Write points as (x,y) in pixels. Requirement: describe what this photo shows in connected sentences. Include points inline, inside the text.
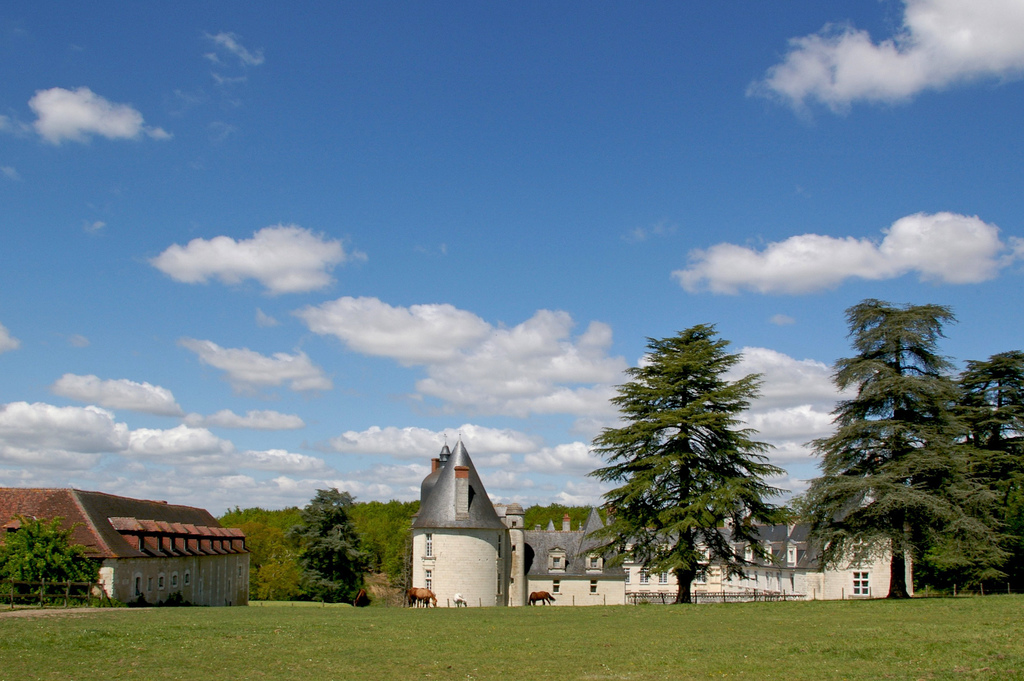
In this image there are animals (533,603) on the grassland (518,630) having a fence (655,598). Background (27,559) there are trees (938,499) and buildings (246,562). Top of the image (507,129) there is sky (407,250), having clouds (186,422).
